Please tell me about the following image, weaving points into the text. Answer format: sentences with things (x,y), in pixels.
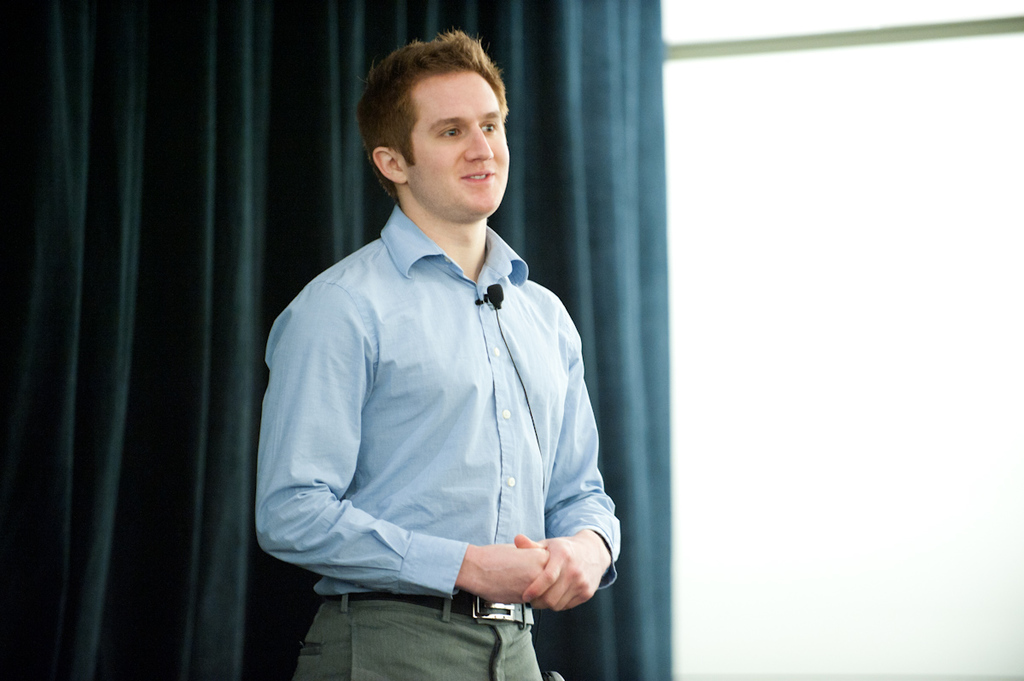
In this image I can see a person (472,398) wearing blue and green colored dress (466,417) is standing and I can see a microphone (492,302) to his shirt (480,296). In the background (314,215) I can see the green colored curtain (212,226) and the white colored surface (807,247).
